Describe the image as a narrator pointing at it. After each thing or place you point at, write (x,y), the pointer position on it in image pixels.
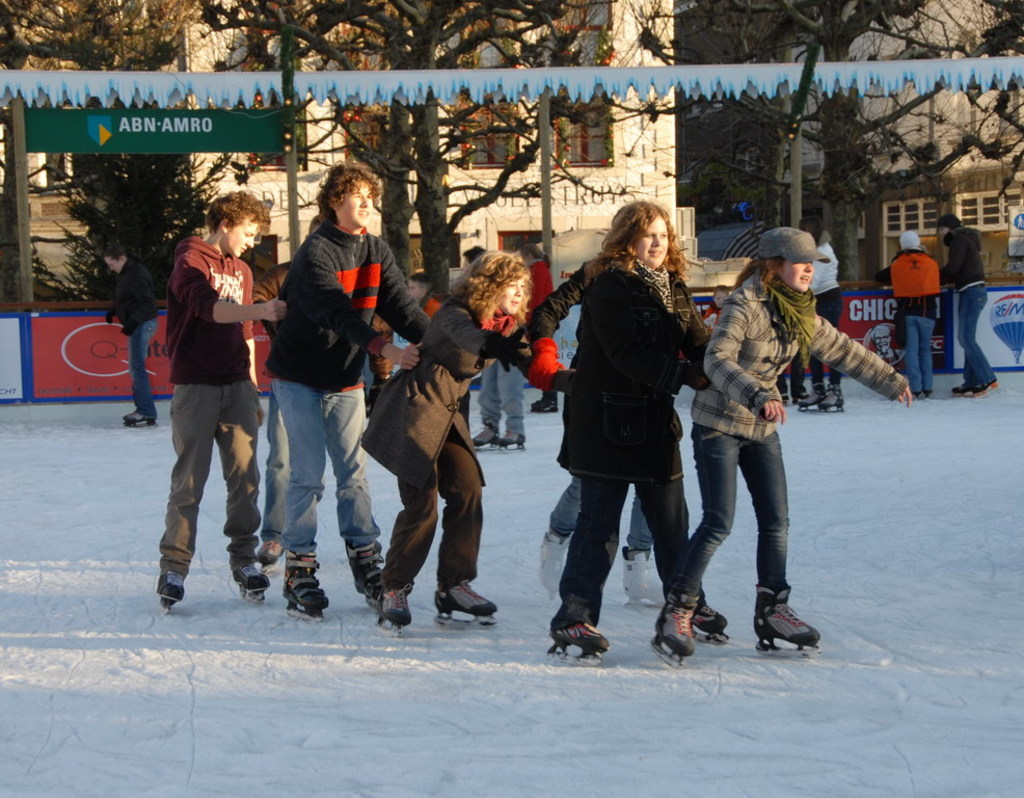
In the center of the picture (372,298) there are people (357,551) ice skating. At the foreground of the picture (732,686) there is ice (80,461). In the background (133,284) there are people (125,323) skating. In the background (509,128) there are trees (537,47), buildings (265,159), ribbons (653,70) and banners (65,341).
